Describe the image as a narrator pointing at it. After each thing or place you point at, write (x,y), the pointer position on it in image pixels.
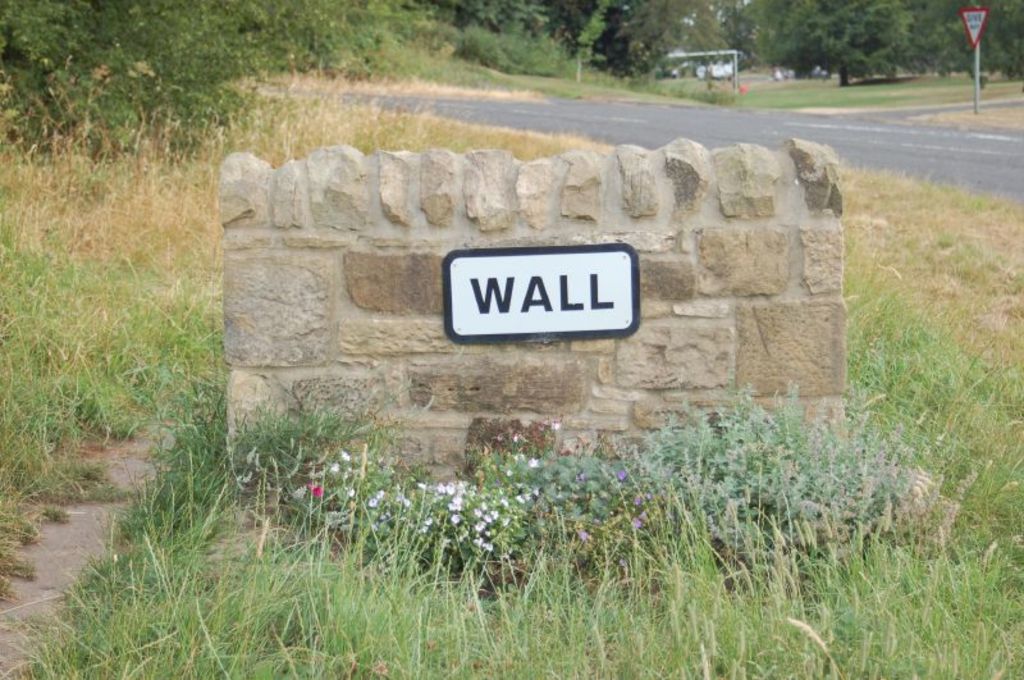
In this image, there is grass (458,632) on the ground (907,673), at the middle (504,353) there is a wall (347,181), on that wall (350,197) there is a white color board (562,327), at the background (654,124) there is a road (826,130) and at the right side (977,62) there is a red color sign board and there are some green color trees (965,55).
